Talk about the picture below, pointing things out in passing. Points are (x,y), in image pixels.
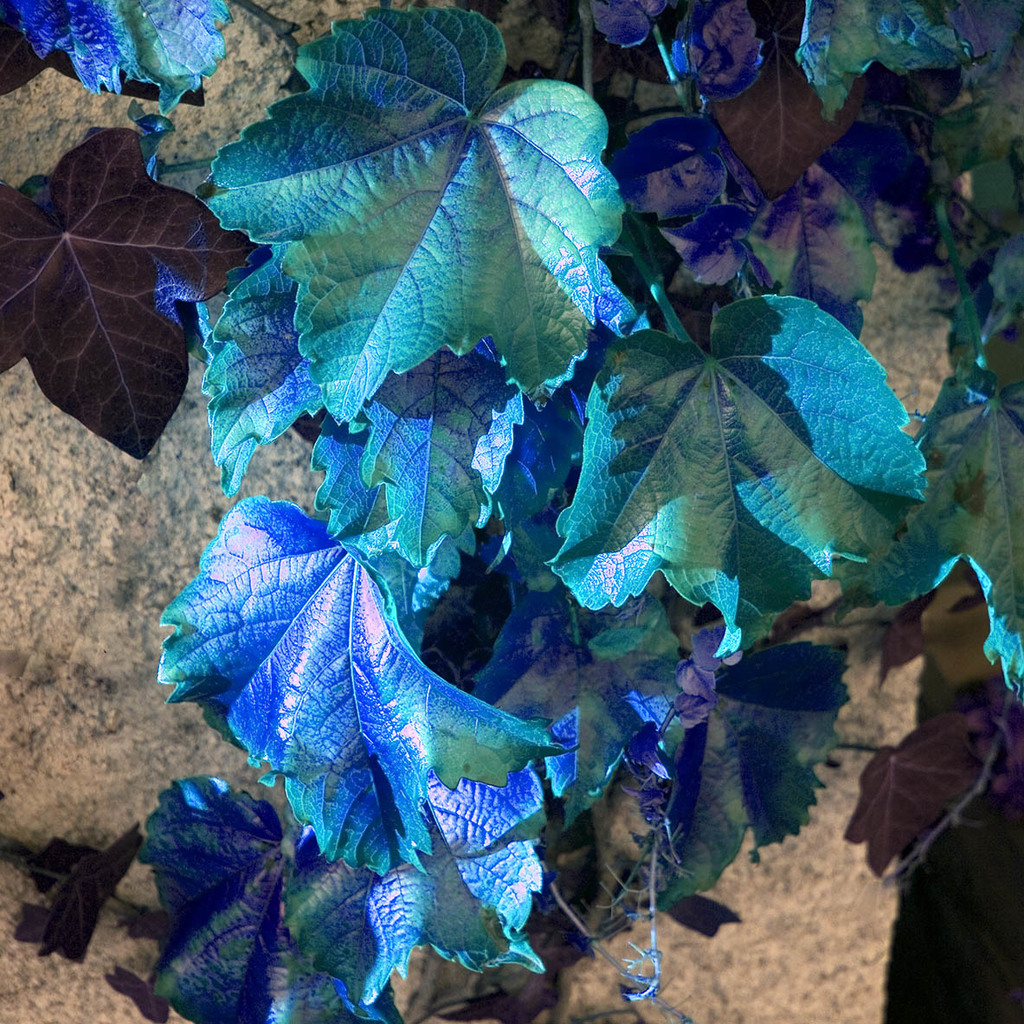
In this image we can see some blue and green color leaves (811,493) with stems (665,50) on the wall (803,928).
